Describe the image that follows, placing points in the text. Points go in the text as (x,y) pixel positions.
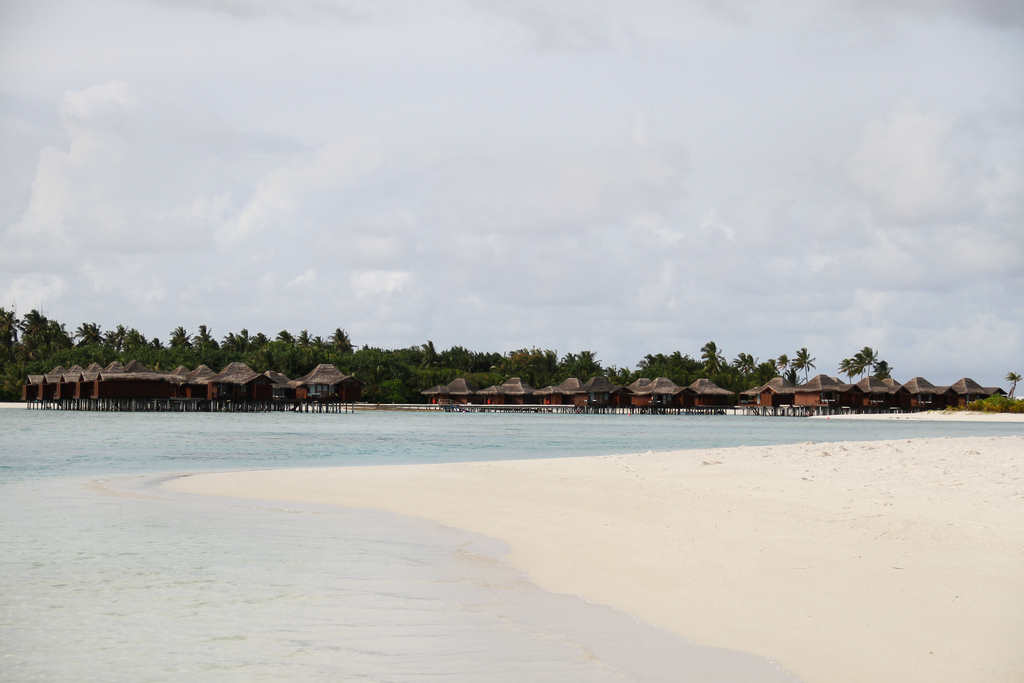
In this image at the bottom (620,523) there is some sand (578,505) and beach (613,453) and in the background (403,392) there are some houses (228,388) and trees (281,351), at the top of the image (494,139) there is sky (611,171).
